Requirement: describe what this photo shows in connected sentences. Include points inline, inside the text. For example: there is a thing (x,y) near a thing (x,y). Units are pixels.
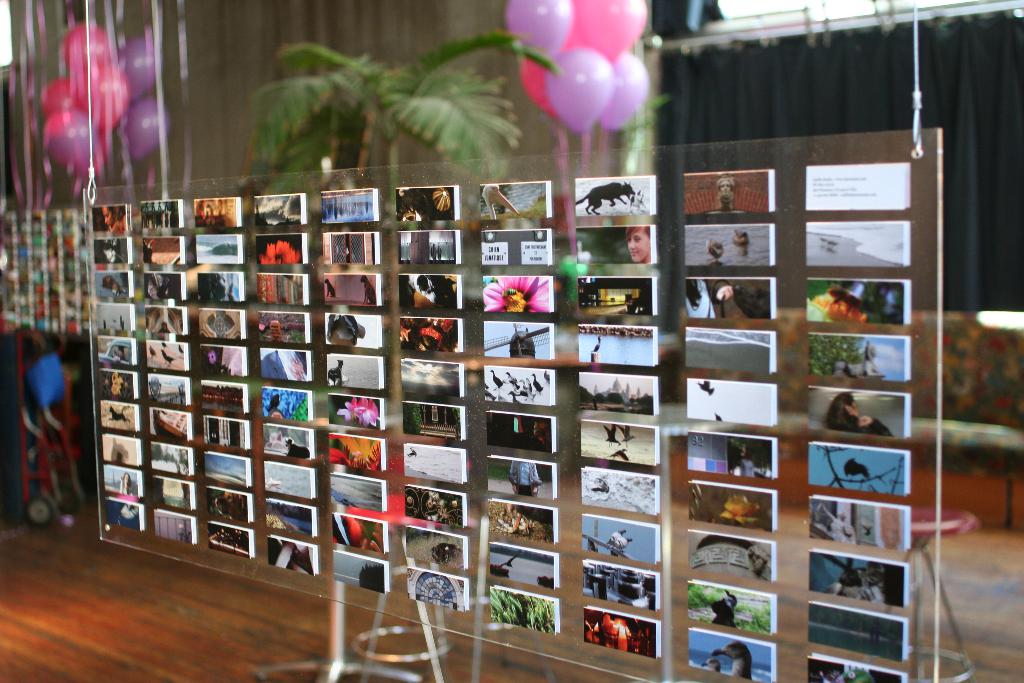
In this picture we can see so many photos (356,358) are attached to glass (567,388), behind we can see some trees (475,153) and balloons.
